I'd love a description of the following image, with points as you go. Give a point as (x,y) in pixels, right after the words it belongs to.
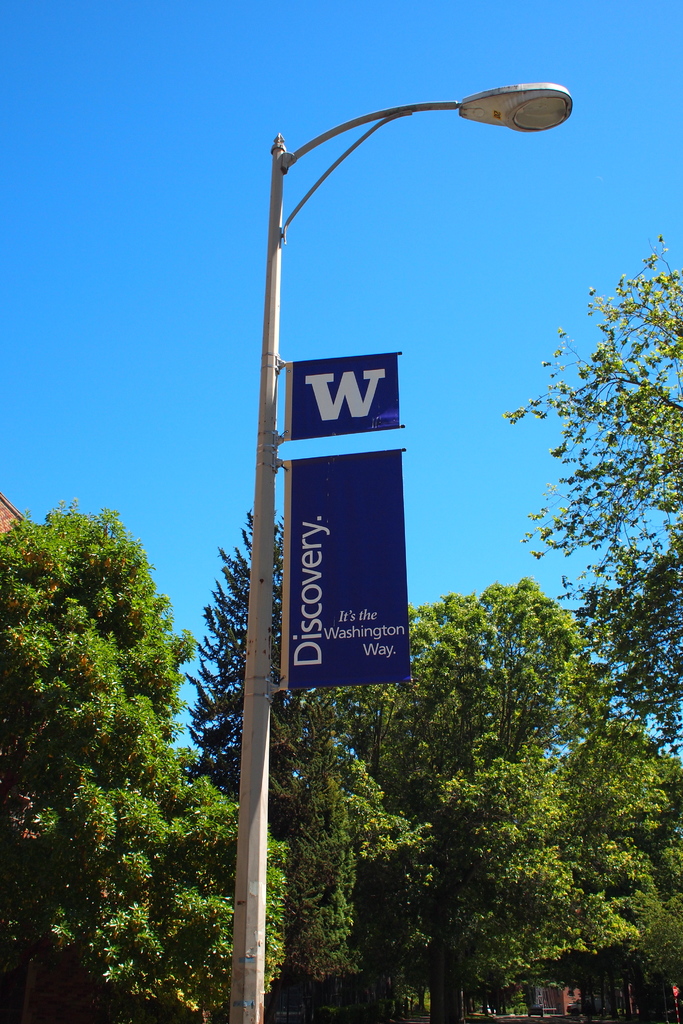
In the foreground (298,651) we can see a street light (255,936) and boards (359,598). In the middle of the picture (439,651) there are trees (184,678) and buildings (5,518). At the top (159,180) it is sky (488,180).
